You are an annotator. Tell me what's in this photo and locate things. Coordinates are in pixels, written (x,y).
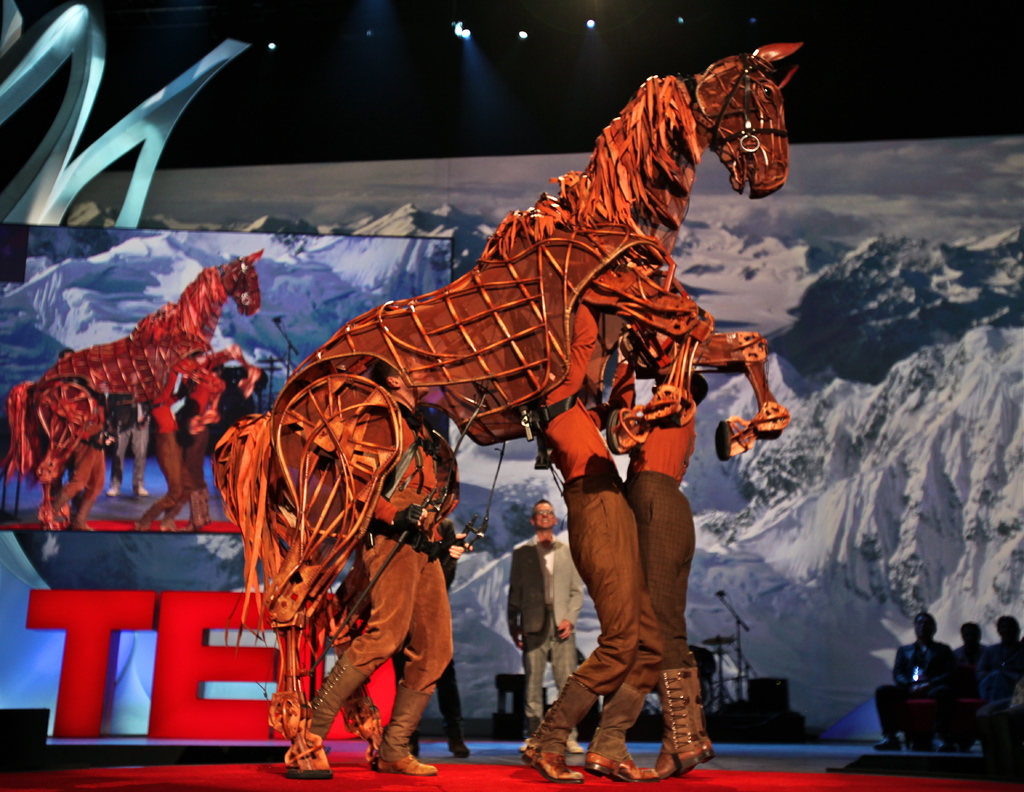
In this image there are people (648,475) standing under the depiction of the horse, behind them there is a logo (96,619) and there is a person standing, some musical instruments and there are some people (1010,700) sitting on the chairs (965,727). Behind them there is a screen (818,705). At the top of the image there are focus lights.
